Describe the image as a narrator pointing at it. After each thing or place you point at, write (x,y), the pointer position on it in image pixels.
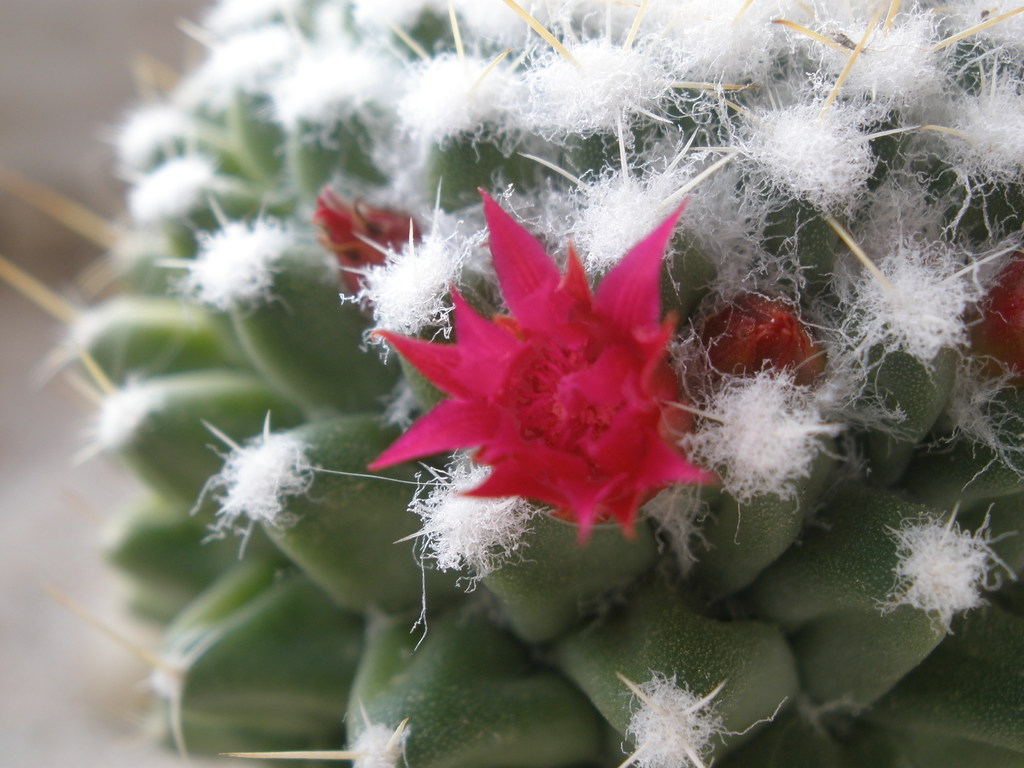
This is a zoomed in picture seems to be clicked inside. In the center (642,335) we can see the flower (632,405) of pink color and we can see the spines (921,584). In the background (65,67) there is an object (65,520) seems to be the ground (62,260).
